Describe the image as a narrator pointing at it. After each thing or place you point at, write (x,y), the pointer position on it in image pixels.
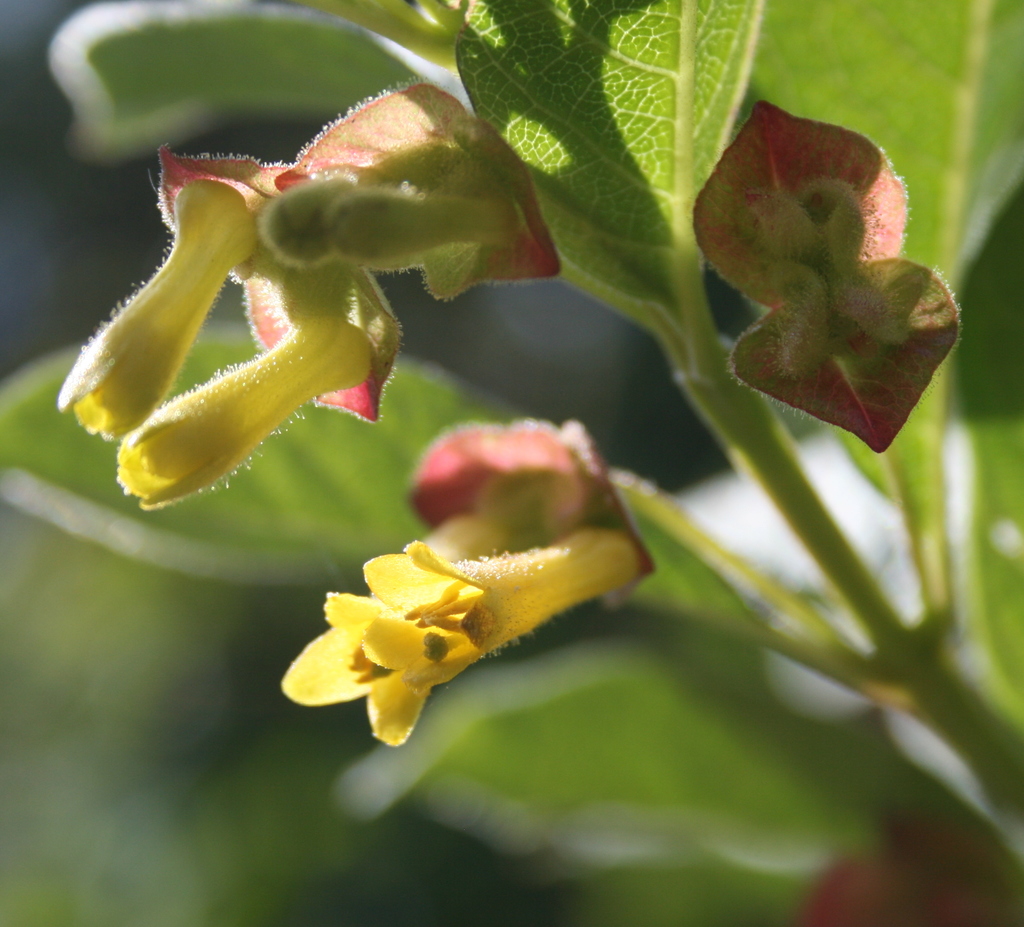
In this picture we can see the plants (523,423), flowers (198,272) and buds (741,196). In the background (14,824), the image is blur.
